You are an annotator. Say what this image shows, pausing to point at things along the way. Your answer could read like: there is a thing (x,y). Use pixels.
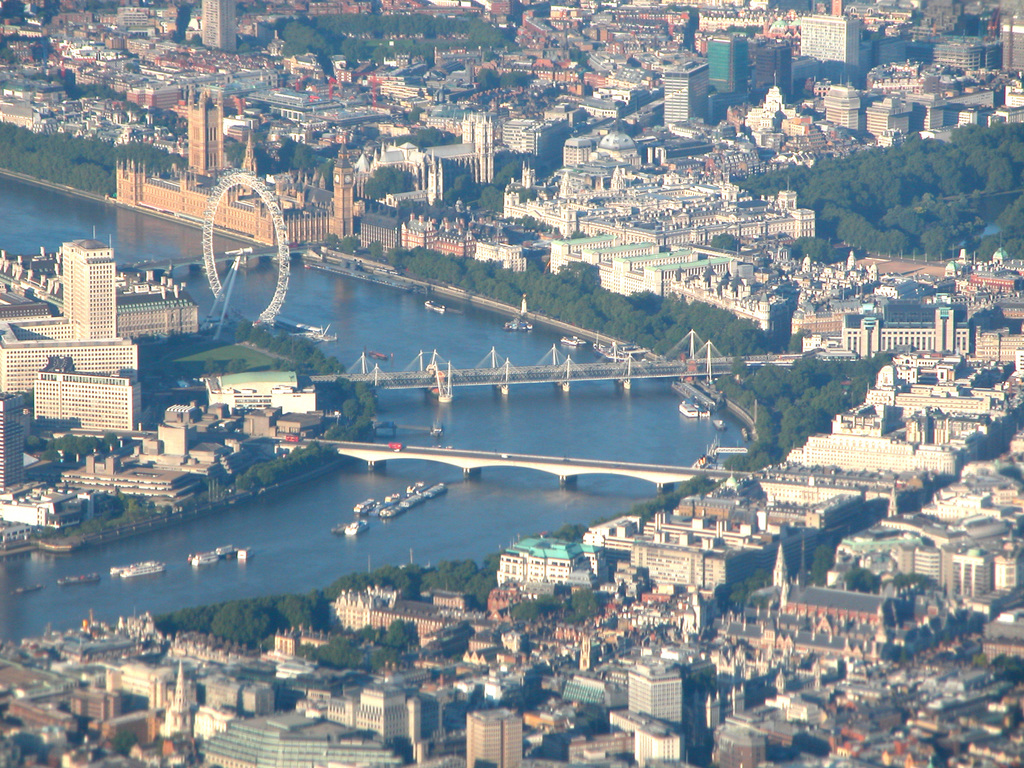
In this image I can see water (459,394) in the centre (440,487) and on it I can see number of boats (430,487). On the both side of the water (323,552) I can see number of trees (290,348), number of buildings (847,265) and over the water (528,358) I can see three bridges (541,466).
